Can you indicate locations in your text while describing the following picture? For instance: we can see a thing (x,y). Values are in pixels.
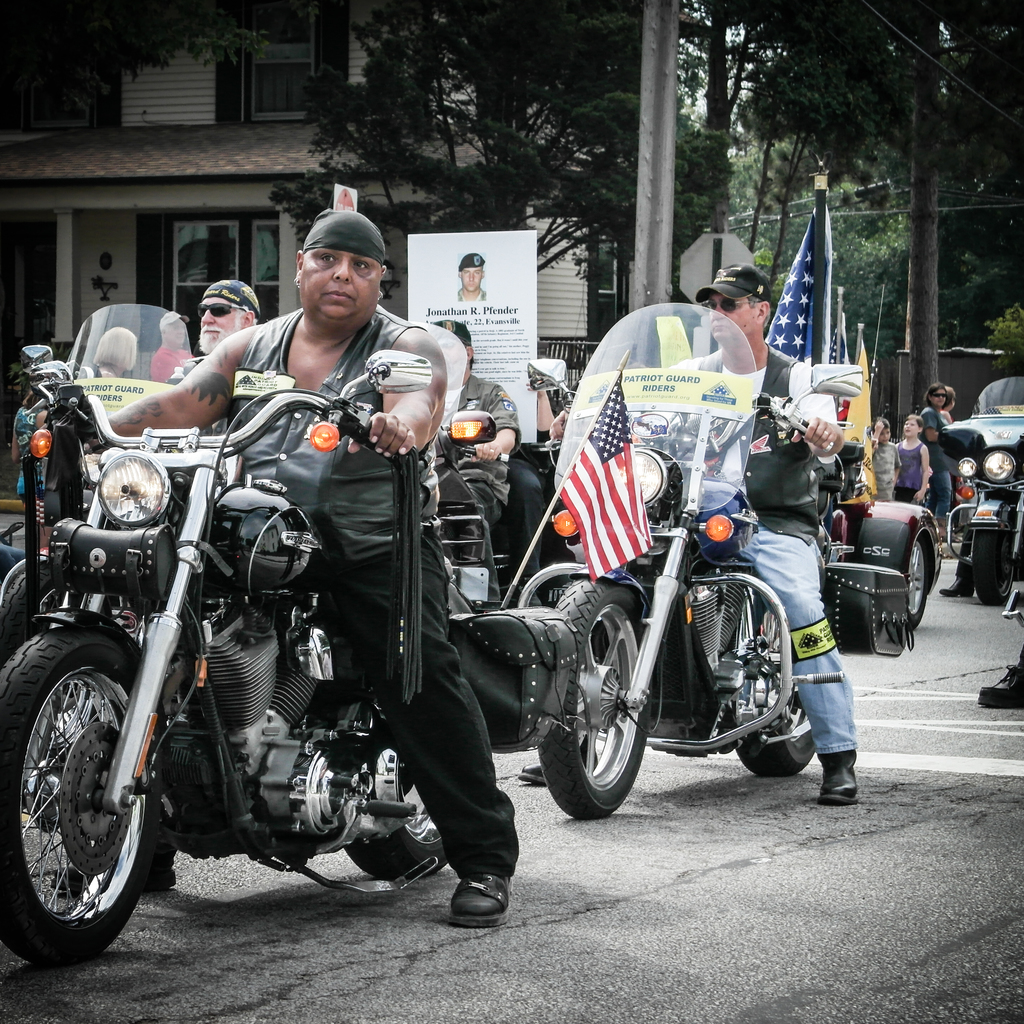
Some people (343,315) wearing caps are sitting on bikes (602,579). On the second bike (575,618) there is a flag (567,490). In the background (915,442) there are some people (914,423) standing. There is a building (197,155) and trees (540,159). Also there are windows (185,235) in the building (287,124) in the background (289,107).
